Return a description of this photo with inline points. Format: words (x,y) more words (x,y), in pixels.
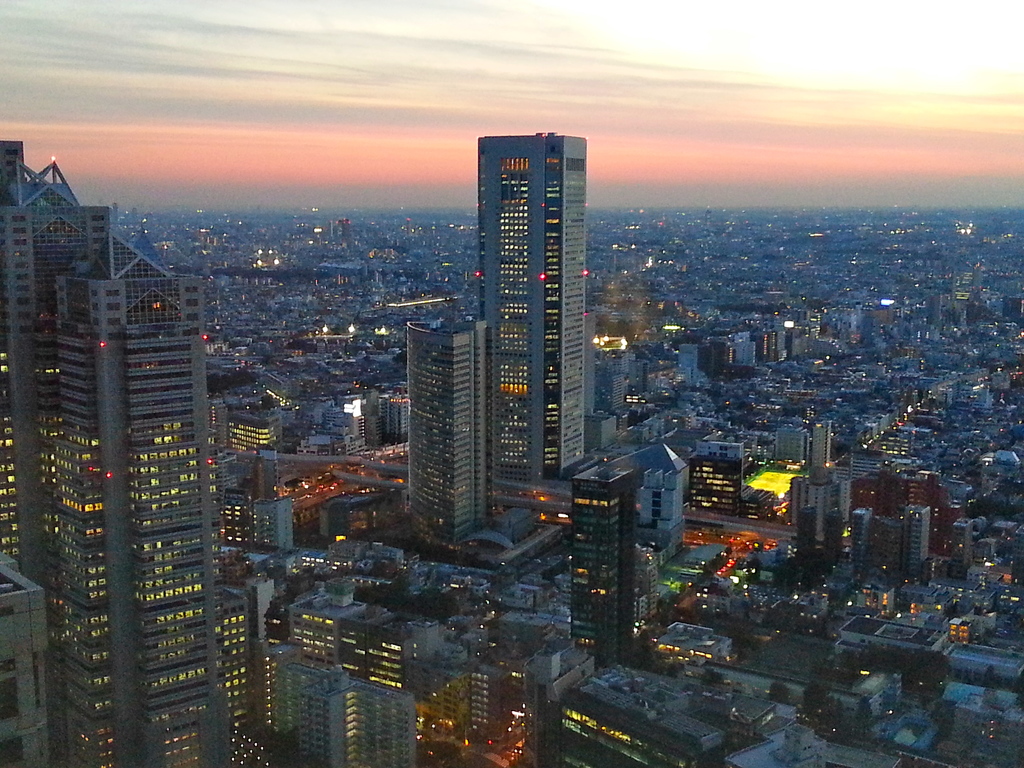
In this image we can see many buildings (394,218), trees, lights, roads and clouds (588,44) in the sky (362,83).
